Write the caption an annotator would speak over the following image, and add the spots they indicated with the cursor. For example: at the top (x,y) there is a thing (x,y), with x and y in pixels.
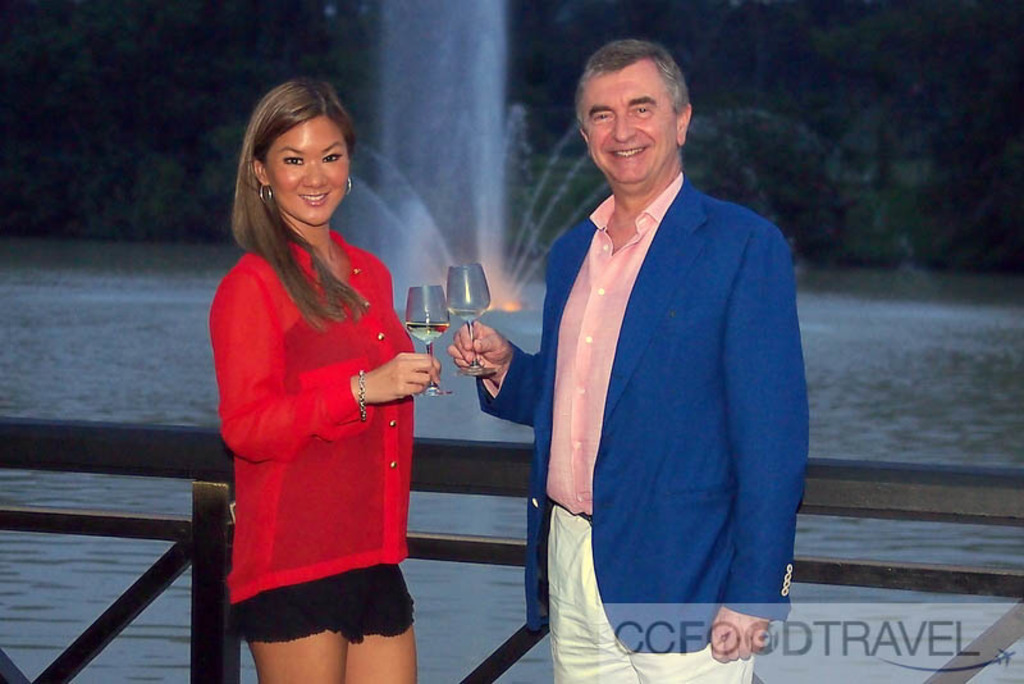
In this image we can see a man (579,322) and a woman (360,601) standing and holding the glasses (456,270) and smiling. We can also see the fence (221,526) and behind the fence (148,435) we can see the water (840,328) and also trees (973,45). At the bottom (798,610) there is watermark (783,648).
